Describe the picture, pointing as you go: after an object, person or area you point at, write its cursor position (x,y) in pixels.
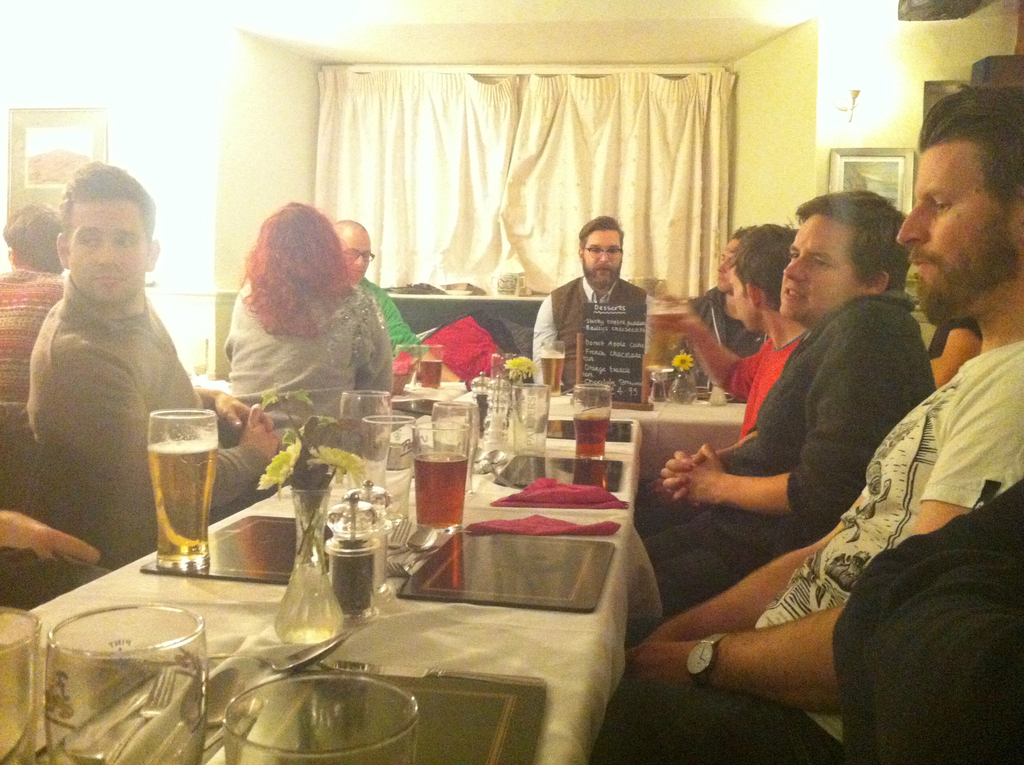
In this image there are group of people (839,587) sitting on the chair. In front of people (686,460) there is table (615,488). On the table (168,555) there is a glass (180,543), flower pot (307,446), cloth (427,642), spoon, knife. At the background (281,132) there is a wall (285,143) and a curtain (528,143). The frame (850,175) is attached to the wall (778,106).
